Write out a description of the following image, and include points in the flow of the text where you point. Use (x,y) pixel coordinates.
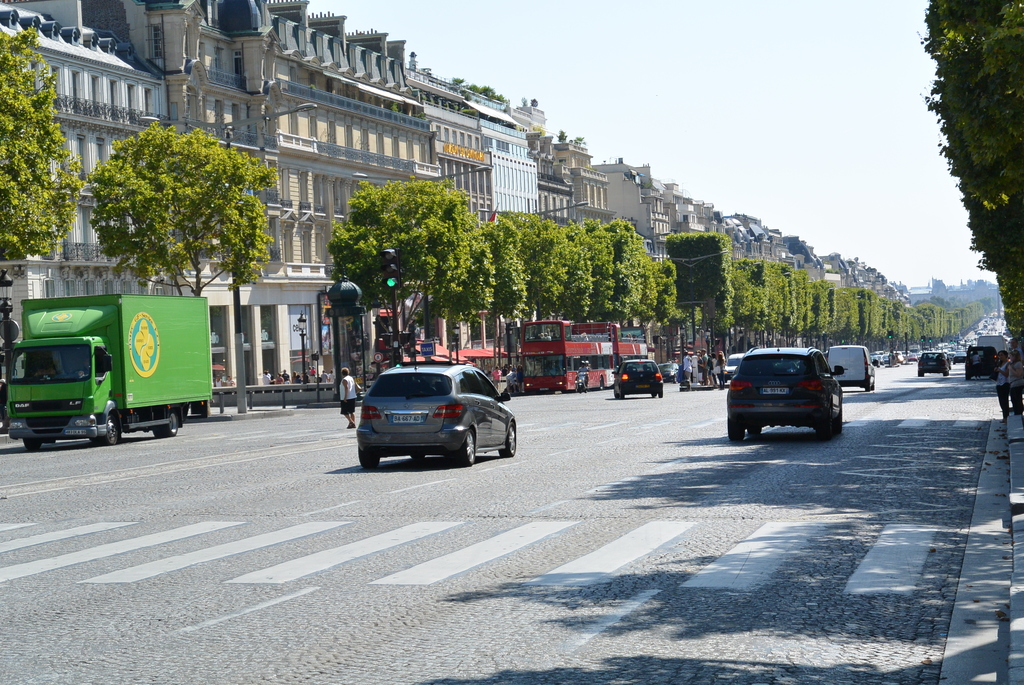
This image is clicked on the road (439,487). At the bottom (504,573), there is a road (322,461). There are many vehicles (385,446) moving on the road (883,376). And there are many persons (517,387) in this image. On the left (223,274) and right, there are many trees (528,287). In the background (290,187), there are buildings (593,208). At the top (865,146), there is sky (791,224). In the front (92,563), we can see a zebra crossing (116,566).
